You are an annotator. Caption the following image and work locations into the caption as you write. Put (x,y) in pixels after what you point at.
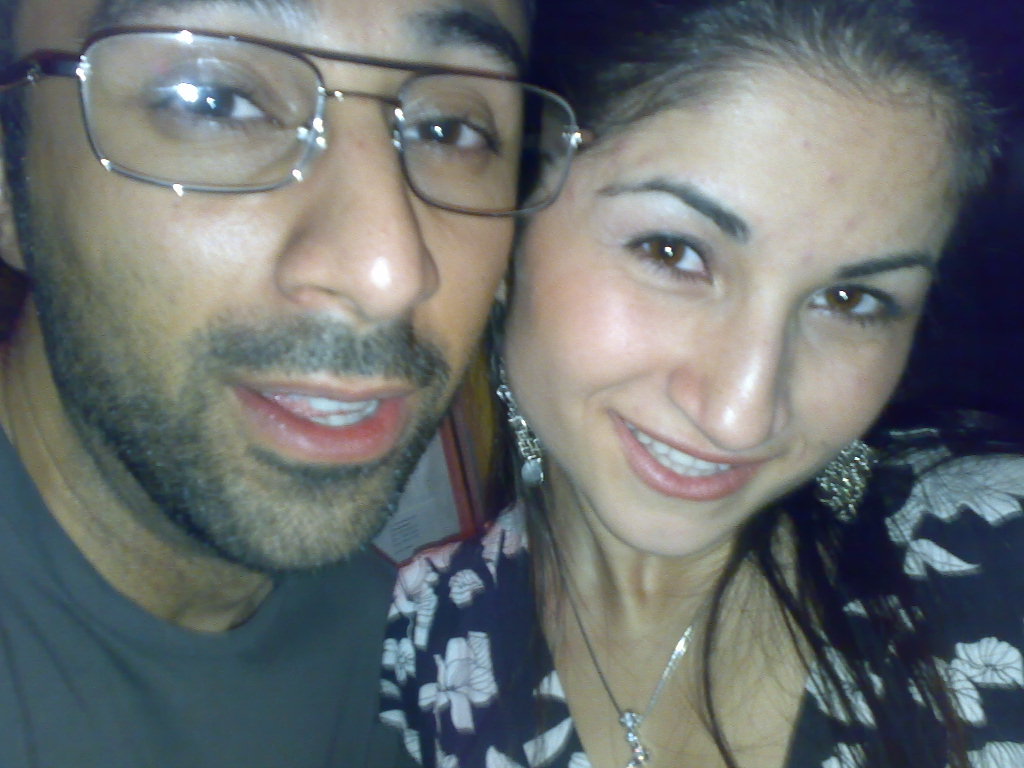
In this picture there is a man (270,461) with grey t-shirt (207,684) and spectacles (447,203) and there is a woman (501,706) with black and white dress (968,615).
